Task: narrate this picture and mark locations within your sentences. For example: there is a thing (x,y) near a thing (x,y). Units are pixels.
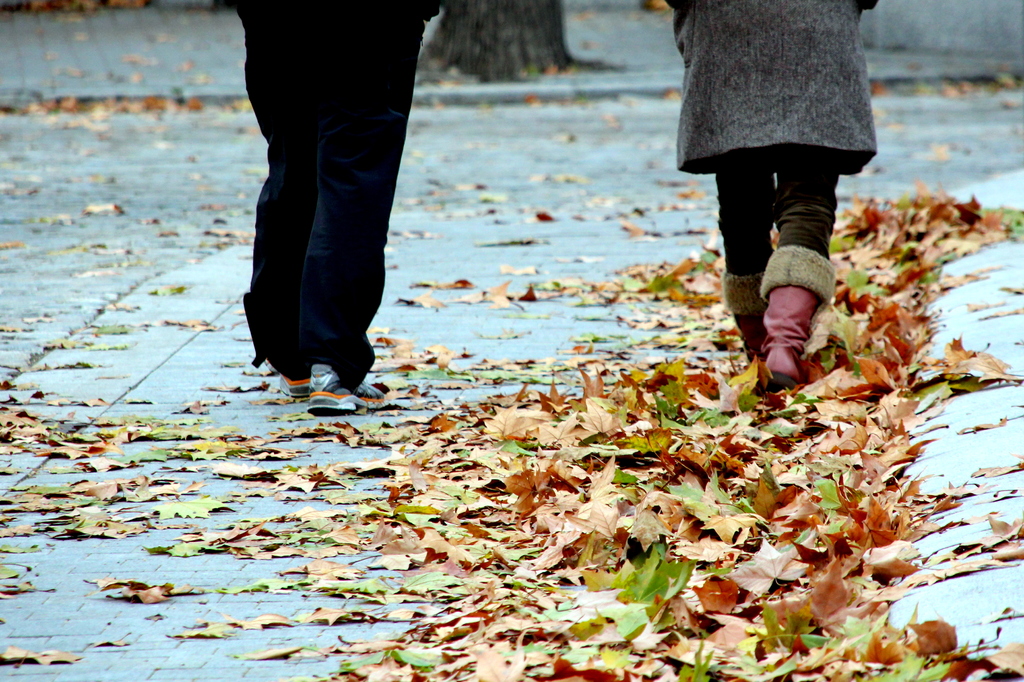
This image is taken outdoors. At the bottom of the image (194,518) there is a sidewalk (232,507) with many dry leaves (623,461) on it. In the middle of the image (375,233) a man (384,158) and a woman (747,15) are walking on the sidewalk (566,301) and there is a tree (497,56).
